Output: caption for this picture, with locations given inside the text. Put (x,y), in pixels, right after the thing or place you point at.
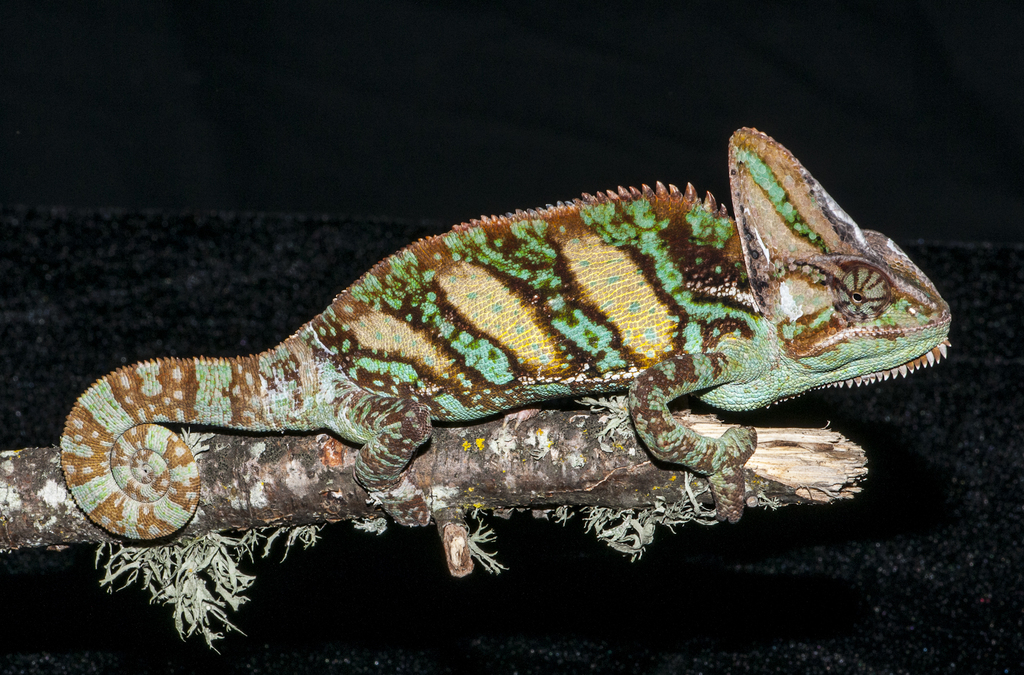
In this image we can see a reptile (671,281) on the branch (30,462). There is a dark background (309,51).
